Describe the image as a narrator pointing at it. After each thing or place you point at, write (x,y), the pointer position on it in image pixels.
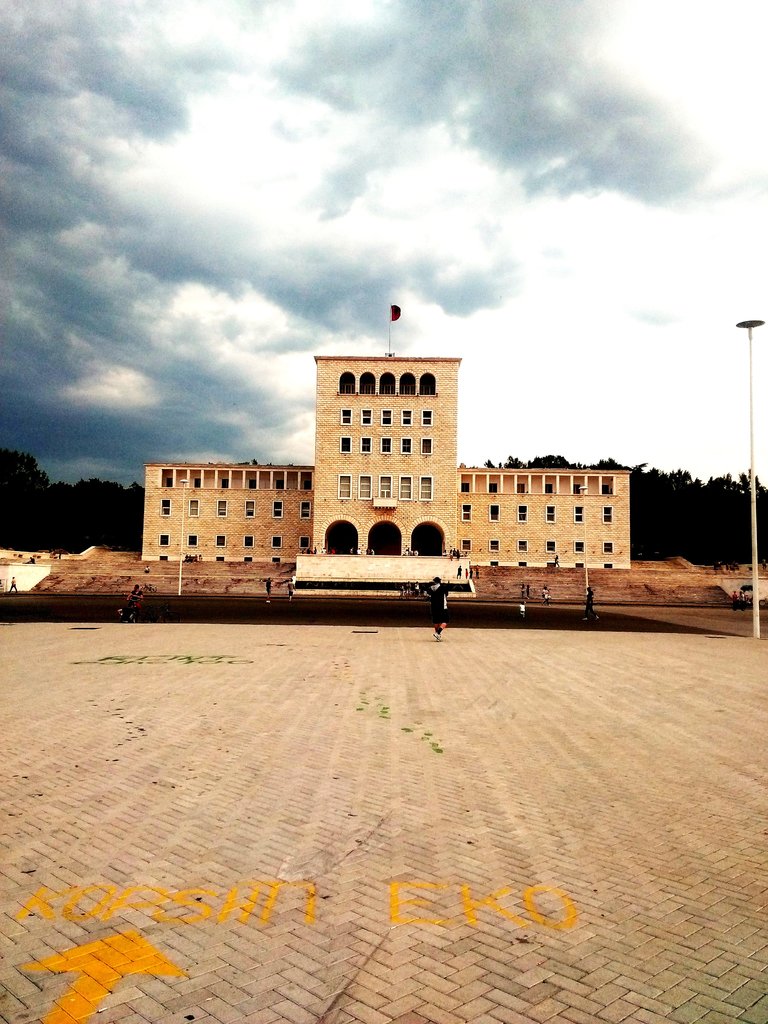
In this image in the middle (397,479), there is a building (422,501). At the bottom (439,861) there is a floor (332,877). On the right (752,450) there is a pole (752,424). In the middle (435,634) there are some people (294,587). At the top (421,236) there is flag (395,315), sky (472,208), clouds (380,288) and trees (3,525).
